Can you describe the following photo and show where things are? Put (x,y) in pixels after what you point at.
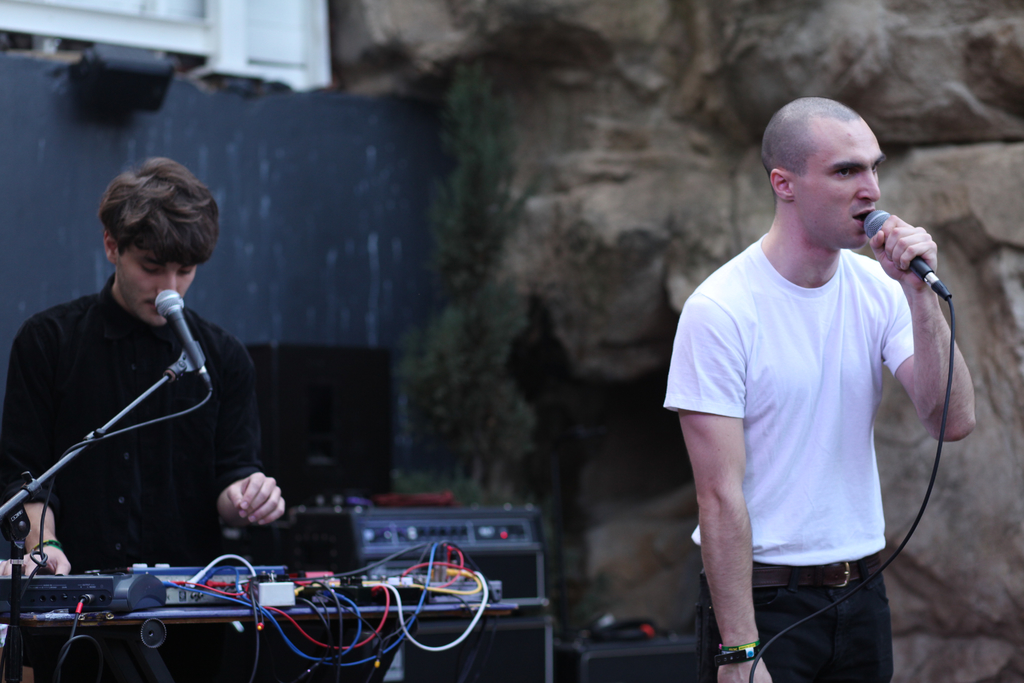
The image is clicked outside the city. There are two men (165,255) in the image. To the right (810,328) the man (801,352) is singing and wearing a white color t-shirt (848,399) and black pant (818,656). To the left (110,457) the man (100,515) operating the machine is wearing a black shirt (213,455). In the background (689,105) there is a rock (601,86).
